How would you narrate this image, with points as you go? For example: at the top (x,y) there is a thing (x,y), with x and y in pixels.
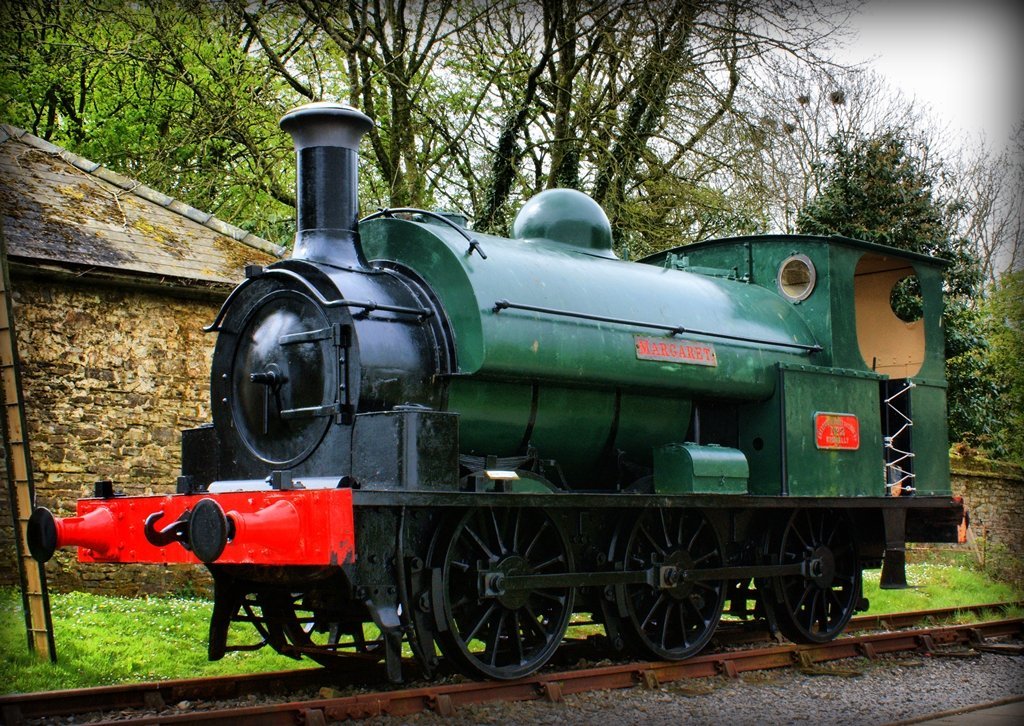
In the background (424,8) we can see the sky (893,102), trees (983,179), rooftop (201,211), grass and the wall (169,324). On the left side of the picture (17,405) we can see a ladder (16,435). In this picture we can see an engine (898,271) on the track (929,646).
